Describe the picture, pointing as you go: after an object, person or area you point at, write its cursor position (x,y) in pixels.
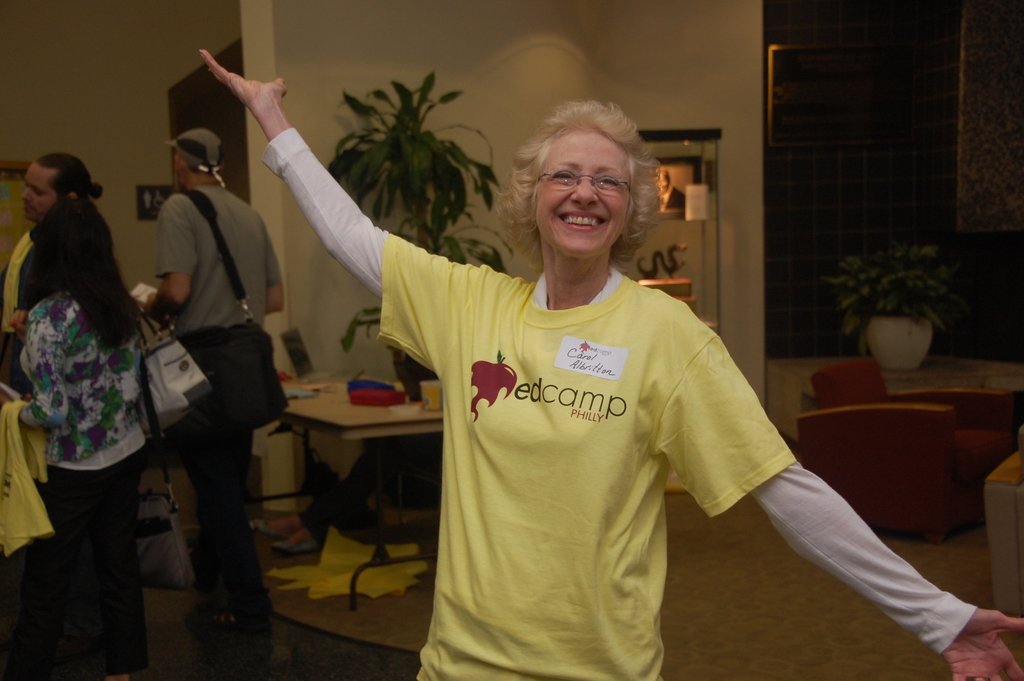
Here we can see an old woman (649,434) spreading her hands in joy as you can see she is laughing and behind her there is a plant (425,163) kept on a table (361,414) and at the left side (268,303) there are group of people (195,269) who are holding their bags (196,407).
